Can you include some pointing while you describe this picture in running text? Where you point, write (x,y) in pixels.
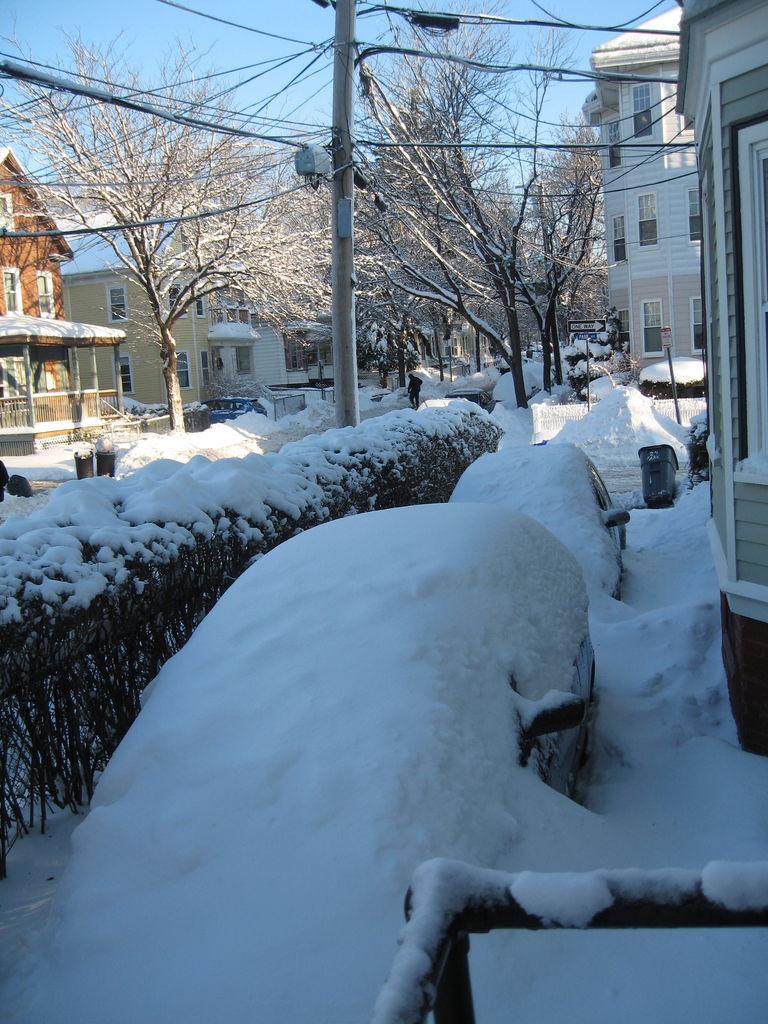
In this image there are buildings (69,403) and trees (571,163). At the bottom (532,891) there is snow (383,528). In the background (364,131) there are wires (298,77) and sky (296,88). There is a pole (349,421).
